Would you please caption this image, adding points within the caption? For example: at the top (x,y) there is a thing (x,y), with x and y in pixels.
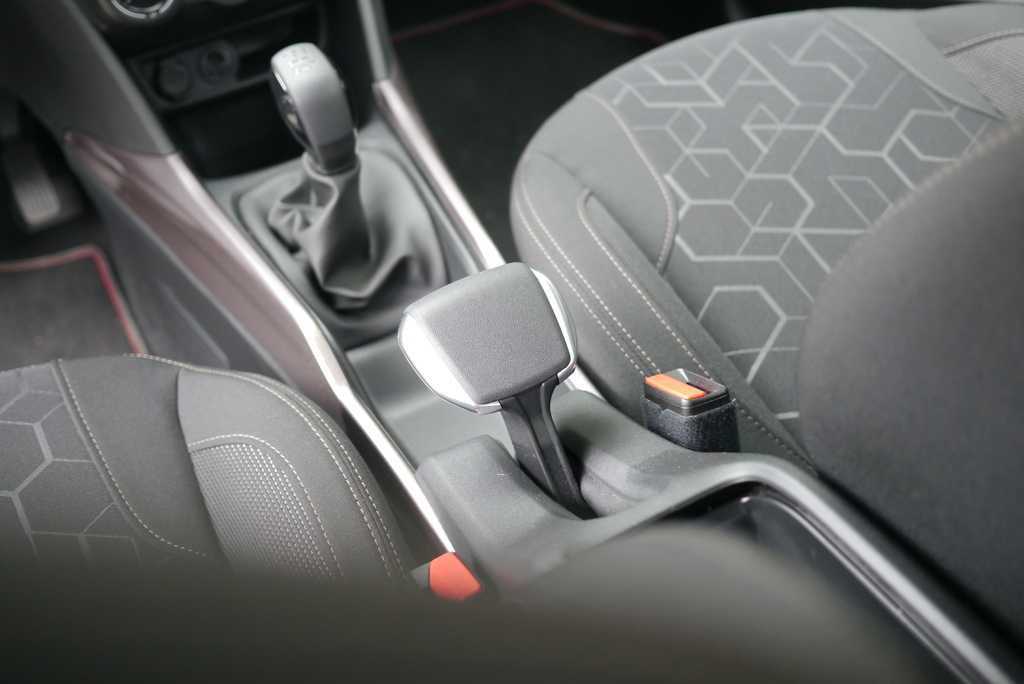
This is the inner view of a vehicle (817,466). In this image, we can see there are two seats (875,79), a gear (338,142) and other objects (448,589). And the background of this image (168,8) is gray in color.
